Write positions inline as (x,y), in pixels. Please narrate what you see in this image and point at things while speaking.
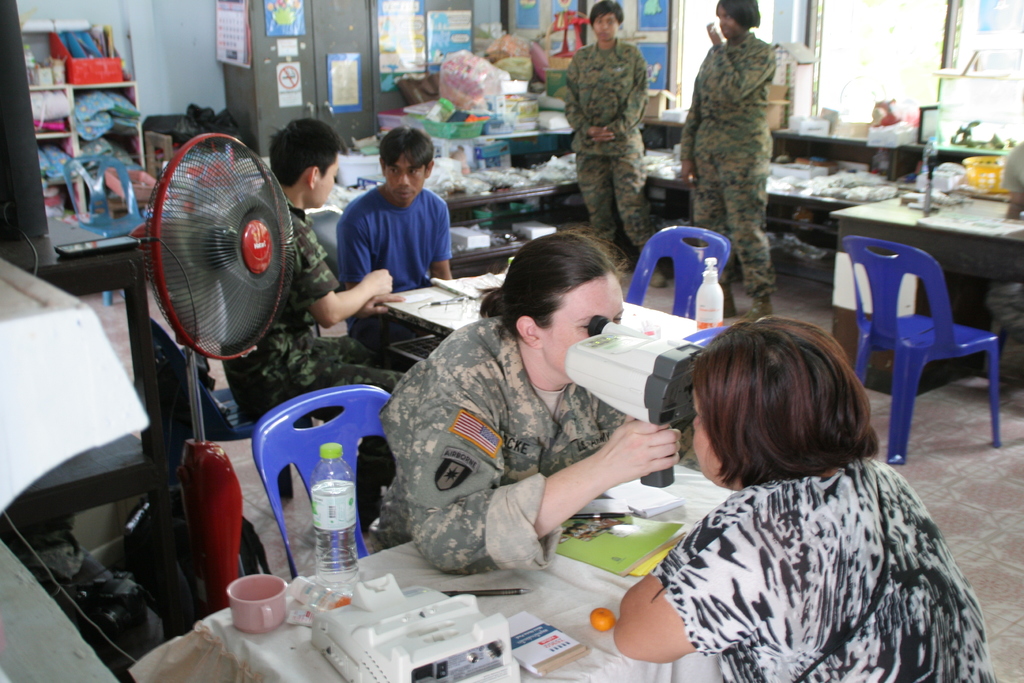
In this image i can see a women (752,561) sitting on a chair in front of a table (614,575) and another woman (531,515) wearing a military uniform (450,441) sitting on a chair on the other side of the table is holding an electronic gadget (634,389) in her hand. on the table (402,570) I can see a cup (266,587), a bottle (322,578), a machine (377,598), a book (525,631) and few other objects (538,634). In the background (110,122) I can see the fan (196,256), few clothes (91,105) in the shelf (116,138), a cupboard (310,95), few people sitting and two person (642,97) standing, few empty chairs (872,289) and few medications (815,182) on the table (850,203).
